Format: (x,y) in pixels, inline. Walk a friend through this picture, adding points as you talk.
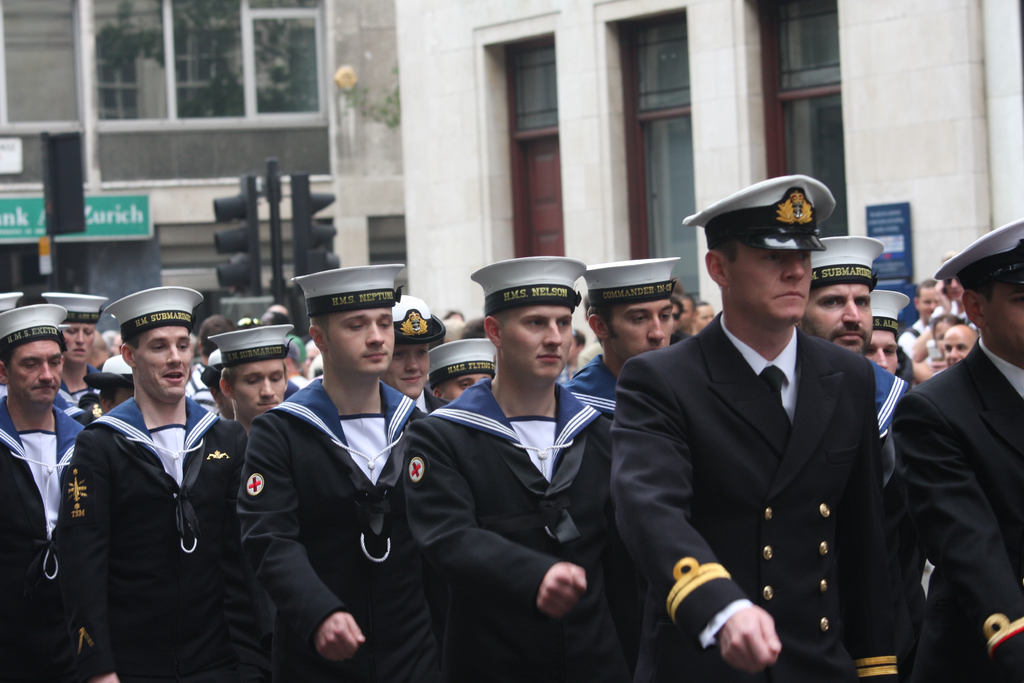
There are people (712,269) in the center of the image (546,276) wearing uniform (539,279) and there are buildings (614,224), windows (662,133), poles (272,197) and a poster (20,205) in the background area (98,202).
